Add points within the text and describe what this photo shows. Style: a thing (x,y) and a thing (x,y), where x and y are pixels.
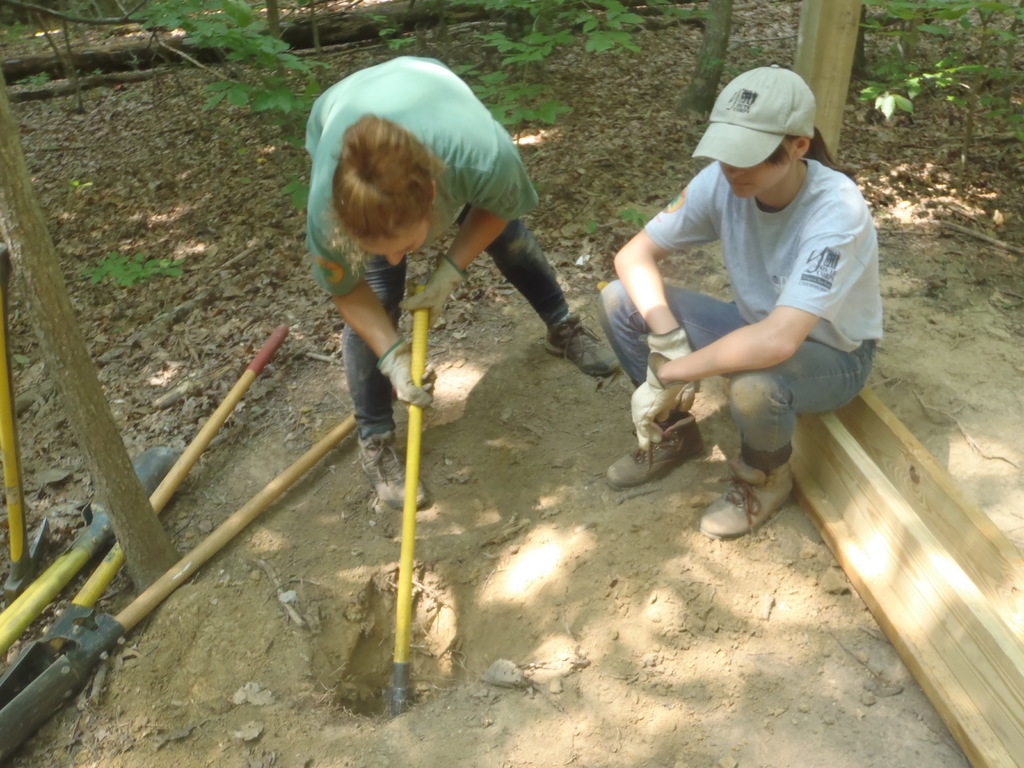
Here we can see two persons (783,483). One person (722,517) is sitting on the wood (900,546) and another person (444,291) is digging with a tool (396,655). There are tools (31,614), dried leaves (271,228), and plants (883,98).
